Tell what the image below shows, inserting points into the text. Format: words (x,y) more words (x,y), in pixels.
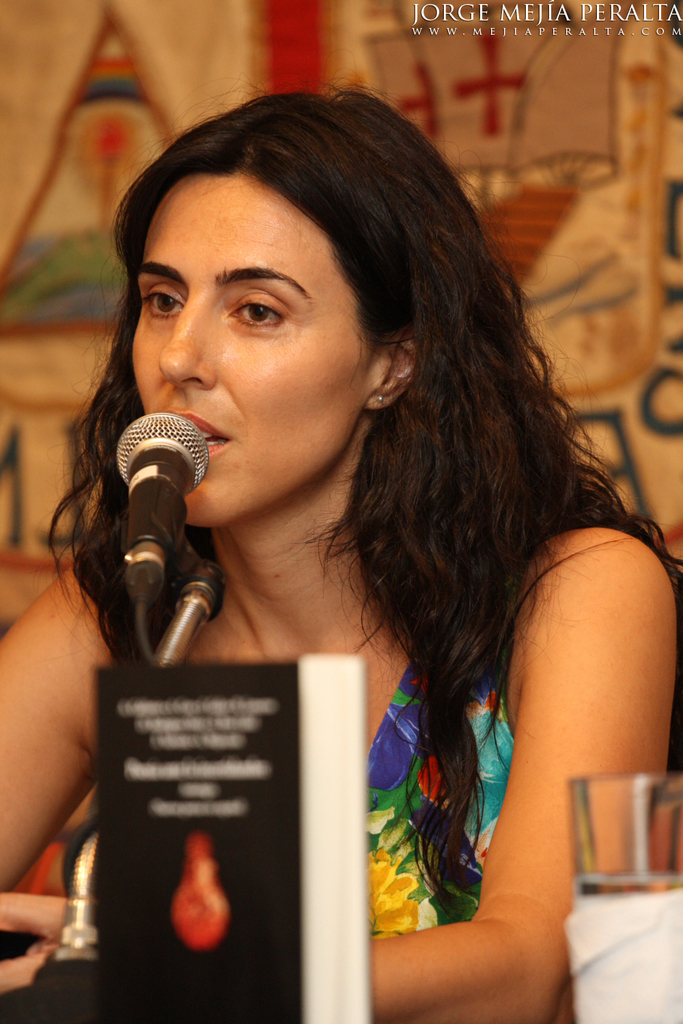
In this image, there is a person (369,284) in front of the mic (174,520). There is a glass (625,829) in the bottom right of the image (602,818). In the background (615,263), image is blurred.
